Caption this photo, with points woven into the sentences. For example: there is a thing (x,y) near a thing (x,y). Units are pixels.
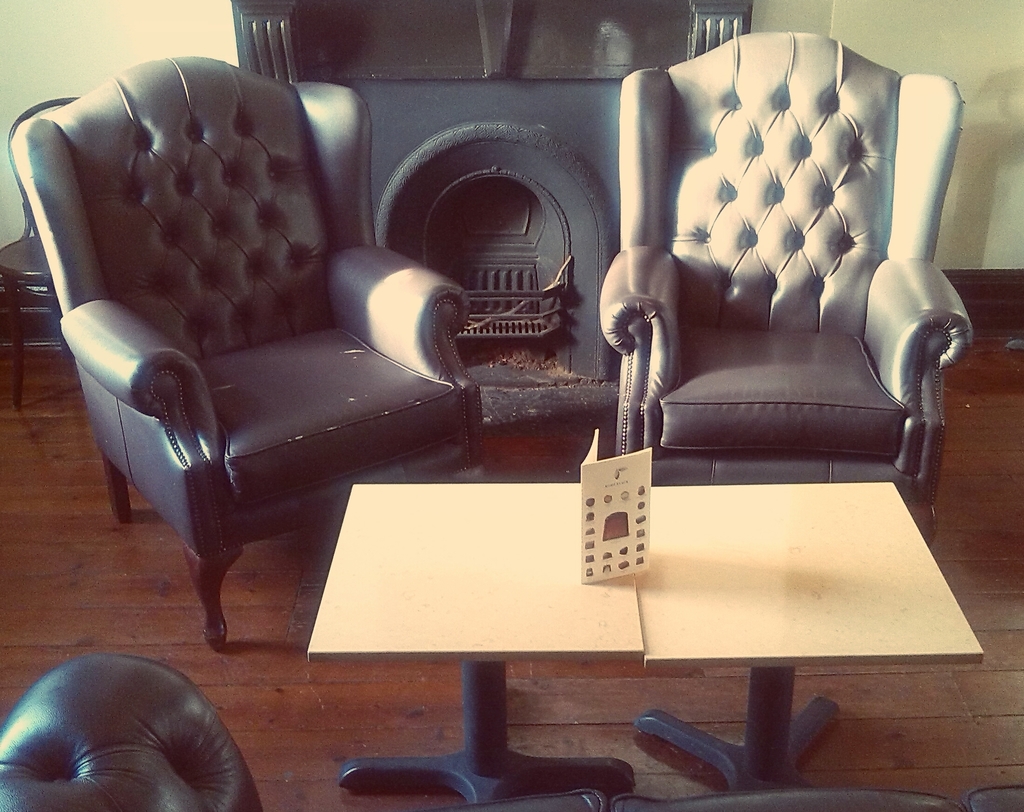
In this image there are chairs (152,248) and we can see tables (523,583). There is a card (583,562) placed on the tables (683,602). In the background (585,314) we can see a fireplace (518,342) and a wall (875,40). At the bottom (129,762) we can see a couch (104,686).
